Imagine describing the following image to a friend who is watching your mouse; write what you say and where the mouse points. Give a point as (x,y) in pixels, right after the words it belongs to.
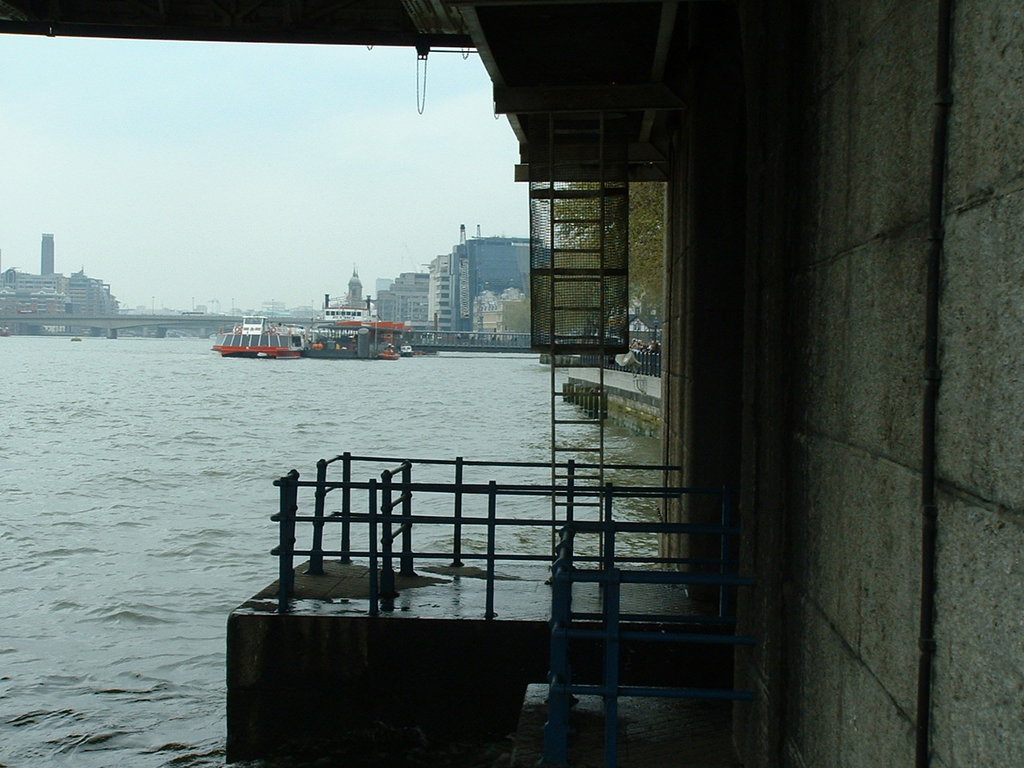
In this picture there is a ship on the water (336,379). In the background (58,281) I can see the bridge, buildings (85,308), skyscrapers (443,262), poles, cranes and other objects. On the left (160,77) I can see the sky (234,105) and clouds (235,160). On the right (710,518) I can see the fencing (383,520), wall (971,473) and trees (630,288).
